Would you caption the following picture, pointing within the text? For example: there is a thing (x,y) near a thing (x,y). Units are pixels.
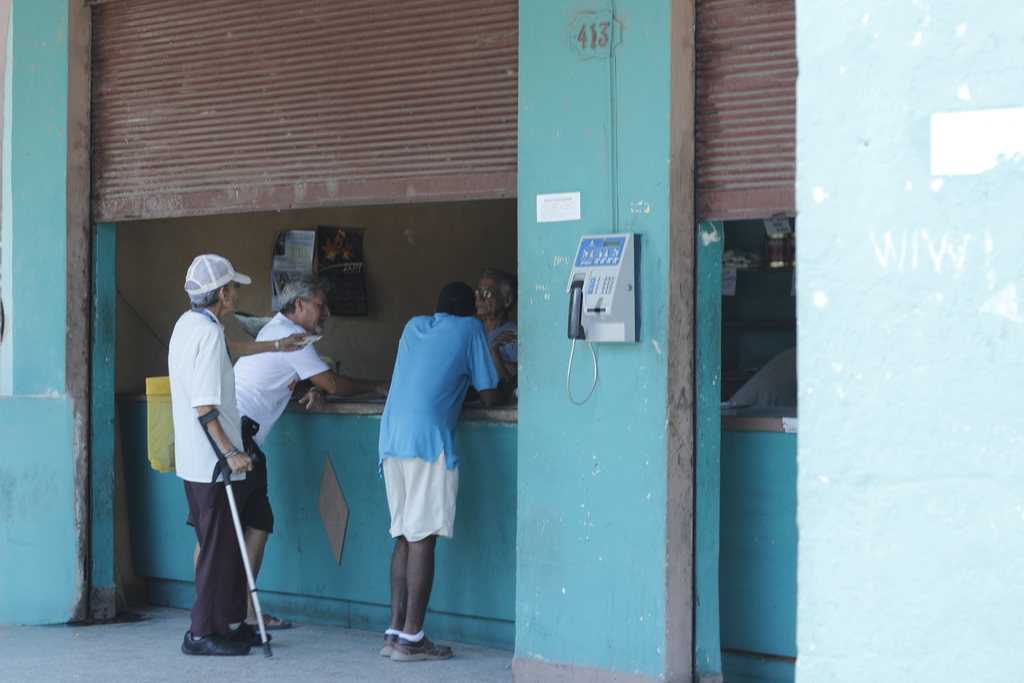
In this picture we can observe four members (255,417) standing. All of them were men (247,463). One of them was holding a stick (227,474) in his hand (227,455). We can observe brown color shutters (706,162) and blue color walls (567,172). There is a telephone (619,311) fixed to the blue color wall (557,306).
